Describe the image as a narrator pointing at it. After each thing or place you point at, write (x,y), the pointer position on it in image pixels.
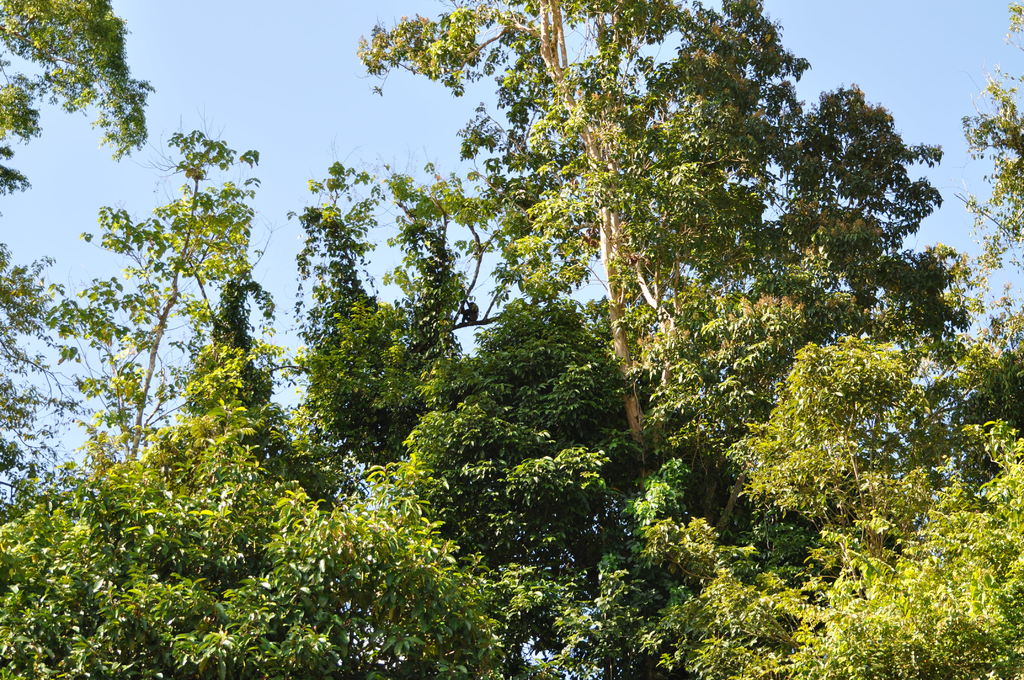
In this image we can see trees (717,228) and sky (305,113) in the background (298,95).
